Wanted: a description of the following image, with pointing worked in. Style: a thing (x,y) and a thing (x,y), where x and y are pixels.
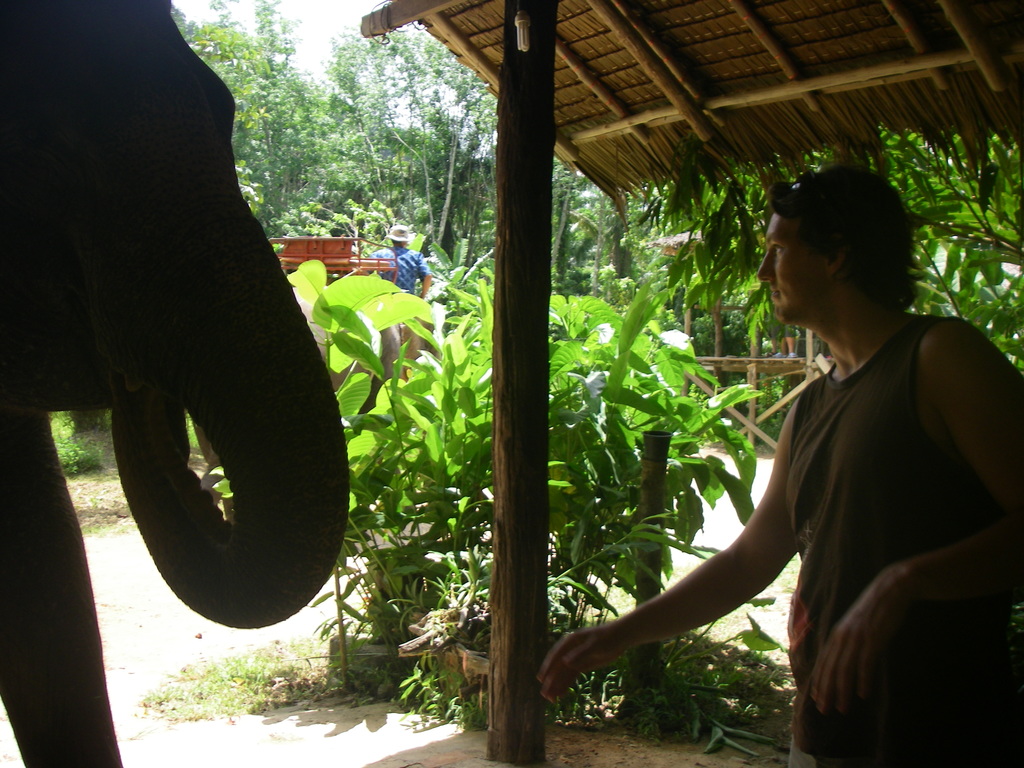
In this image I can see a person (782,544) standing, in front (242,407) I can see an elephant (270,413), at the back (355,361) there are few trees (388,194) in green color, a person (394,247) standing wearing blue shirt (400,277), cream cap (389,235), at top (305,47) sky (312,24) is in white color.
